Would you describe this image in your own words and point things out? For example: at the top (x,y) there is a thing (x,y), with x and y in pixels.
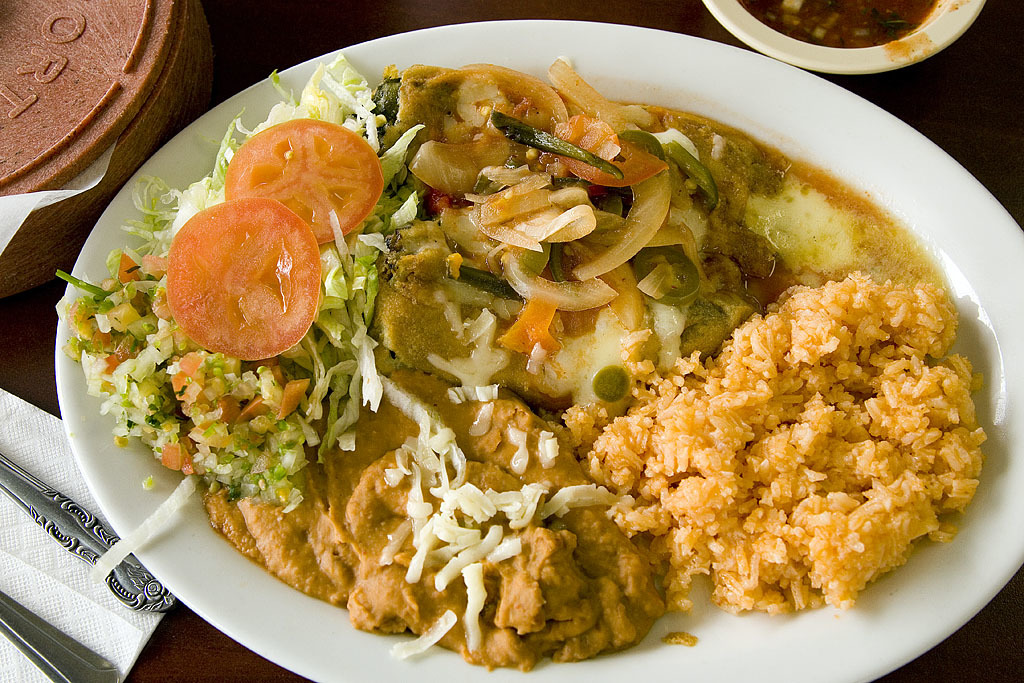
In this image in the center (570,416) there is a plate (178,162), in the plate (101,446) there is food (805,385) and beside the plate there is a tissue paper (67,576) and spoons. And at the top of the image (956,14) there is one bowl (952,4), in the bowl (940,1) there is food (868,6). And on the left side (90,129) there are some objects (77,188).
